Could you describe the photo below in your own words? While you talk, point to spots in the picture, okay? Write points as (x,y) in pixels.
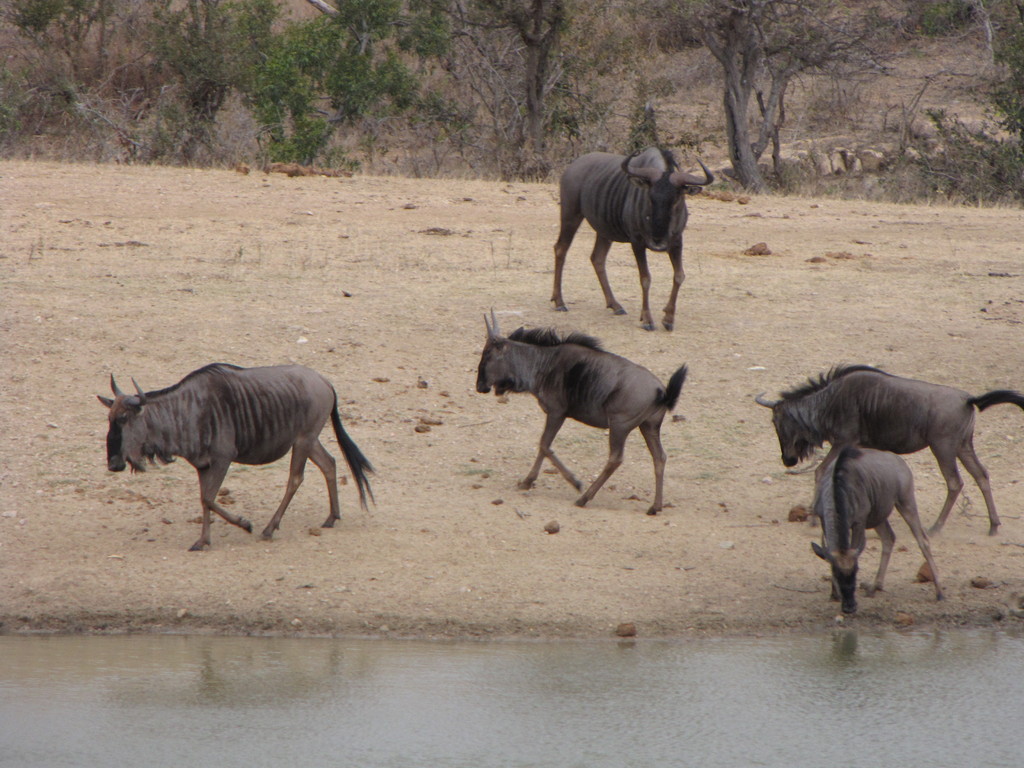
In this image, we can see some animals (914,527) and there is water (843,698), in the background (262,67) there are some trees (739,51).
